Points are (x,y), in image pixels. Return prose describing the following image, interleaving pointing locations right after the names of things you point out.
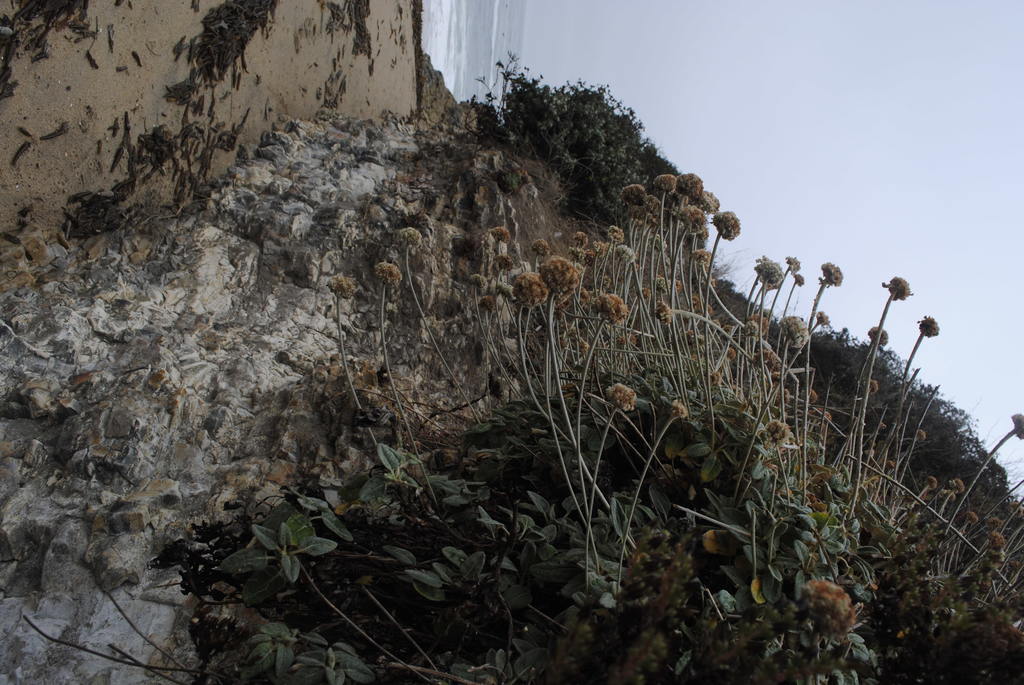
In this image, we can see plants (618,339) and flowers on the rock (371,122) and in the background (748,95), there is sky (687,121).
